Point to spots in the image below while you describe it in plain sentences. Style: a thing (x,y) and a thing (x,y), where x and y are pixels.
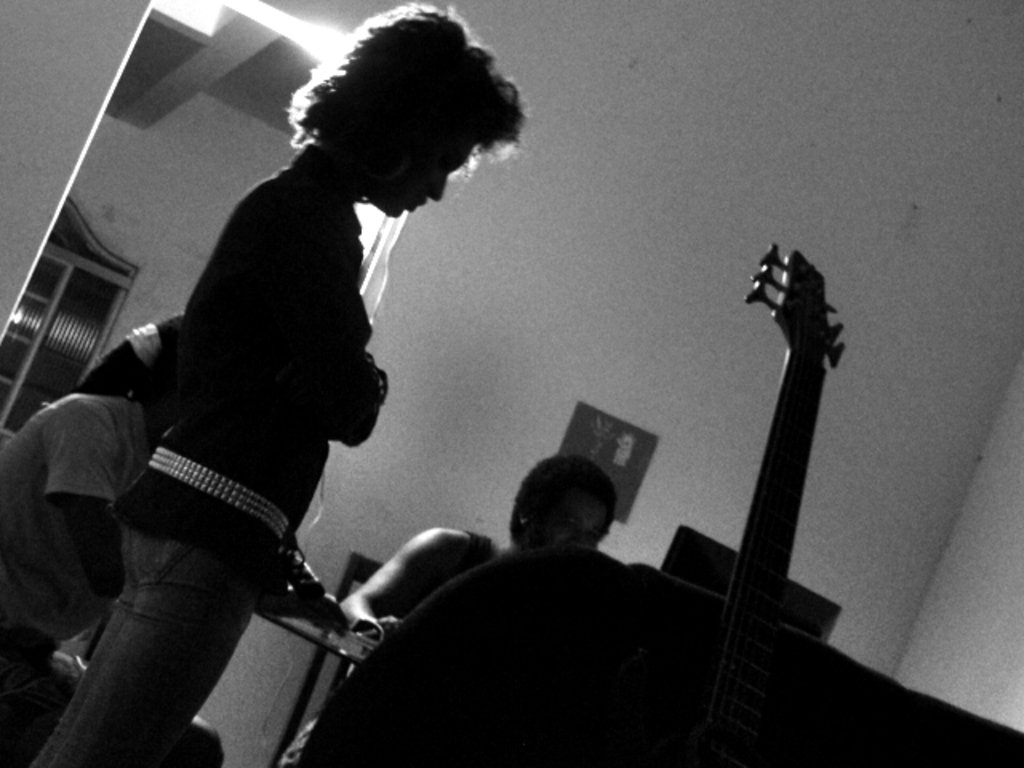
In this picture there is a person (270,243) standing and there are two people (421,535) sitting. In the foreground (773,315) there is a guitar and there is a chair (657,661) and there is a computer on the table (313,638). On the left side of the image (27,334) it looks like a door (89,309). At the top (343,70) there is a light (161,4).
